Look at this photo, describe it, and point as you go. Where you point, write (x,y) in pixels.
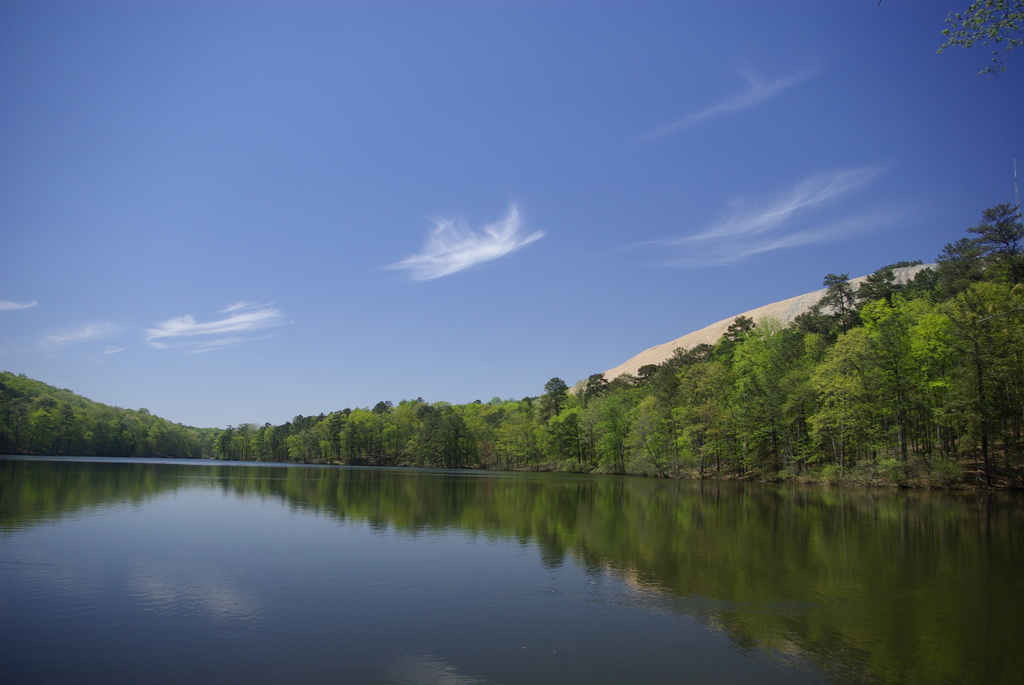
In this image I can see few green trees (849,381) and the water (380,532). The sky (480,201) is in blue and white color.
